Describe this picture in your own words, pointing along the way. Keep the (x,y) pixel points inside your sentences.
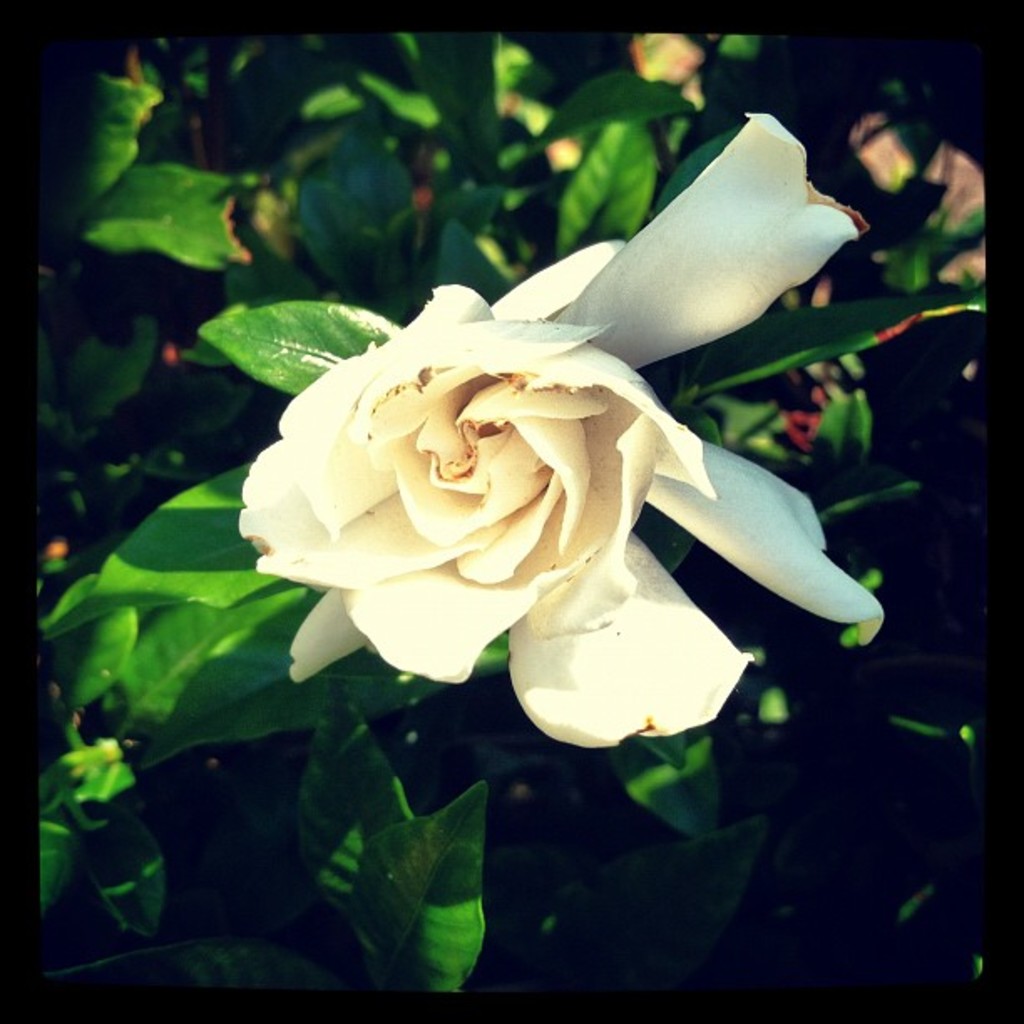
In this image I can see a white flower (508,495). In the background (462,199), I can see the leaves (322,187).
